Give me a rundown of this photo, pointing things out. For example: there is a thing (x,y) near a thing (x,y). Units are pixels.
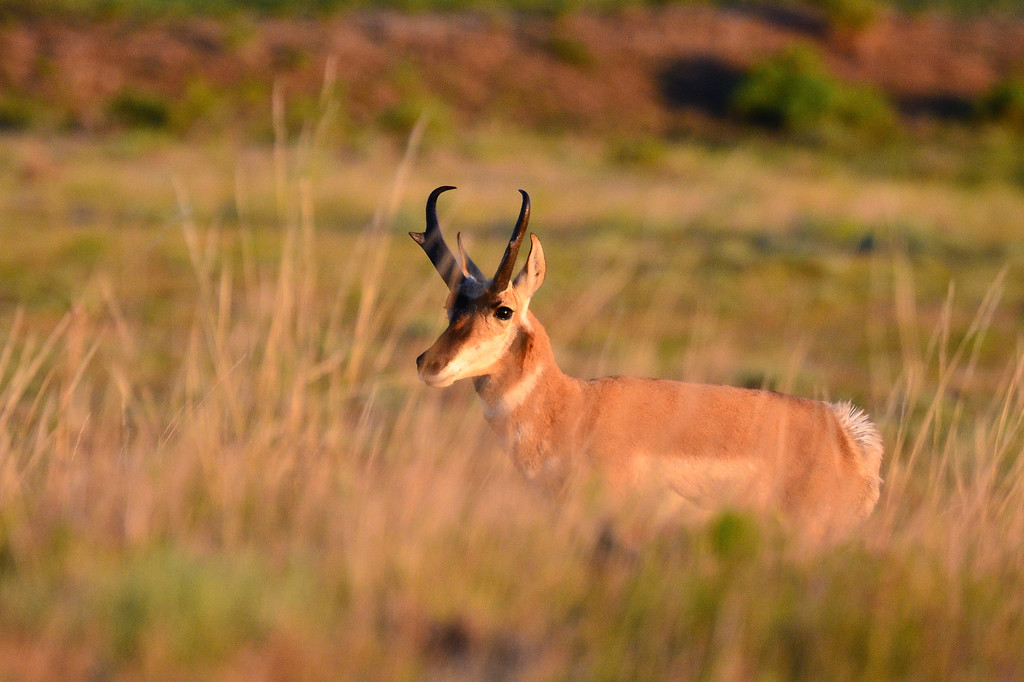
There is one pronghorn (497,379) present in the middle of this image (514,408). There is a grass (355,434) at the bottom of this image (530,555). It seems like there are some plants (376,119) in the background (790,117).
